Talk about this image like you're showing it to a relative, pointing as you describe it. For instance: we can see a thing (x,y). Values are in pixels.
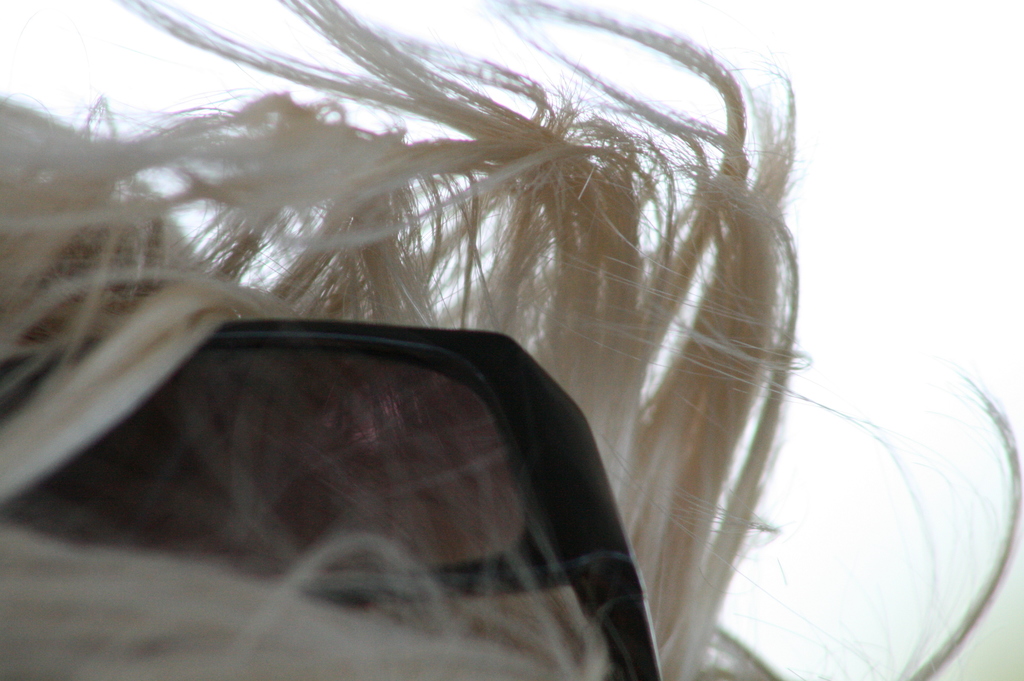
This picture shows human hair (212,675) and sunglasses (370,390) and we see a cloudy sky (950,240).
